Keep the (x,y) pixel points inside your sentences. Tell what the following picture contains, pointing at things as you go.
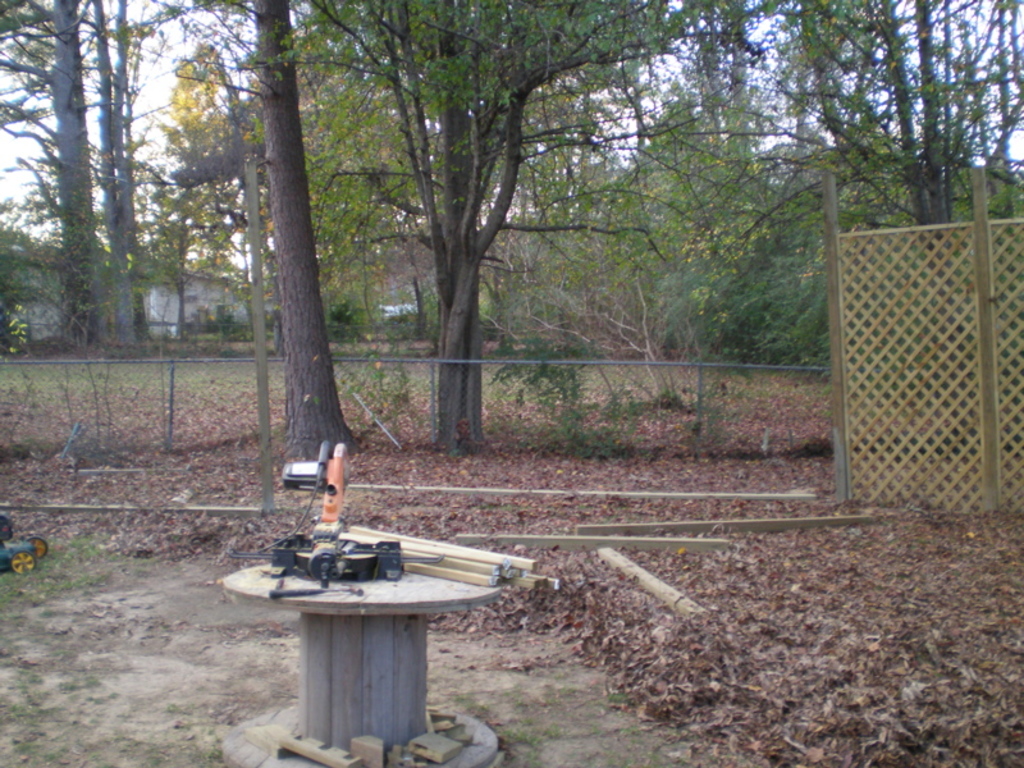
In the image there is a table (401,604) with machine (334,473) and wooden pieces (466,552) on it. On the ground (723,580) there are dry leaves (427,458) and wooden sticks (688,494). On the right side of the image (842,404) there is a wooden fencing (855,347). And in the image there is a fencing (459,361). Behind the fencing (75,400) there are trees (147,255). In the background (222,293) behind the trees (115,271) there are few houses (192,304).
